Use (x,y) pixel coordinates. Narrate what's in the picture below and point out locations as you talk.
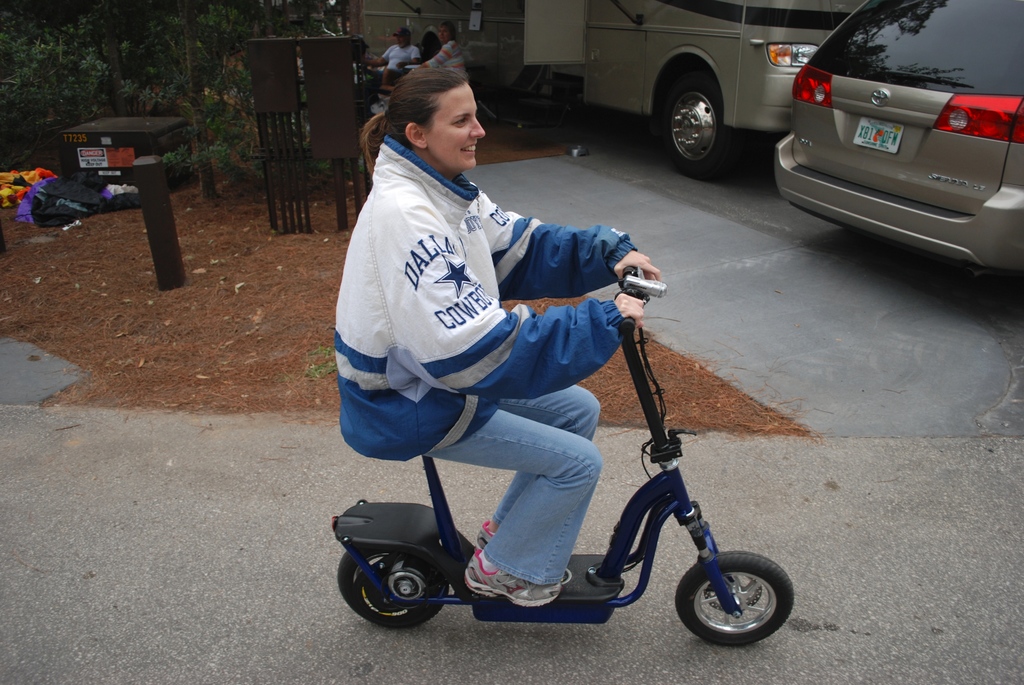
In this image we can see the person (504,421) riding scooter (611,579) and there are a few people (451,57) sitting on the chair (369,84). There are vehicles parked on the ground (230,193) and there are trees (234,56), rods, box (125,149), clothes (51,191), and pillar (165,228).
